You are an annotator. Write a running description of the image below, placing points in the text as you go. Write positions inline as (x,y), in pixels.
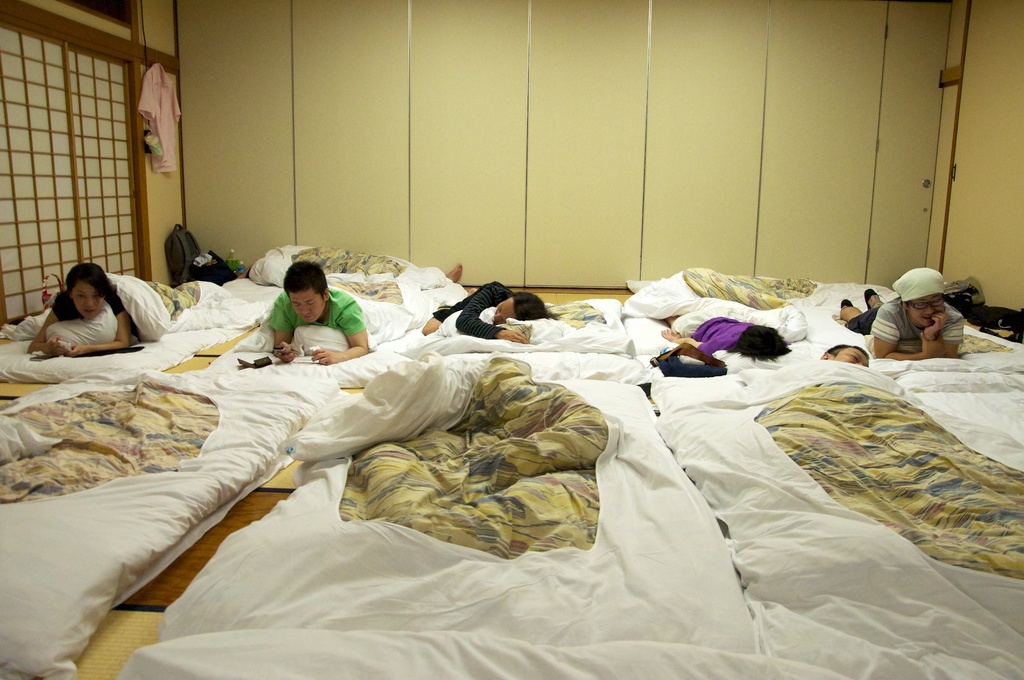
This image is clicked inside a room (14,307). There are beds (235,283) and blankets (490,430). People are lying on beds (633,348). There is a dress (170,136) on the left side (157,120). There are bags (221,279) and water bottles (230,269) on the left side (217,261).
